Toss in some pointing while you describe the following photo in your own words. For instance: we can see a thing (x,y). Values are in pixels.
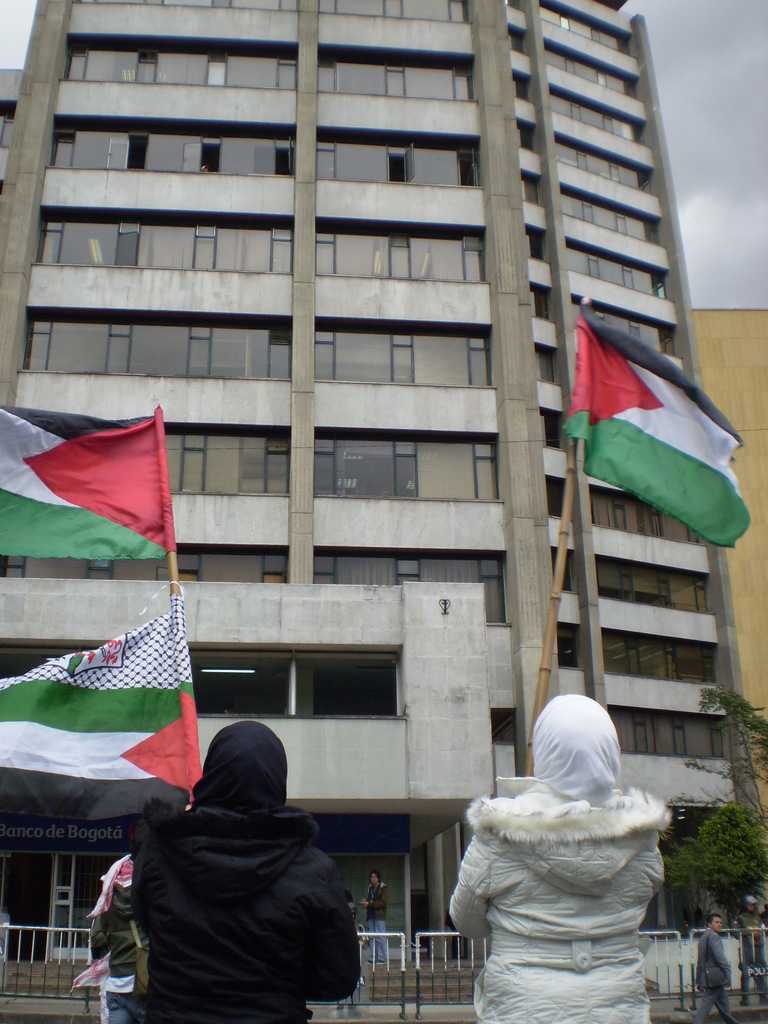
In this image there are two people (570,794) holding the flags (104,520). In front of them there a few people (712,965). There is a metal fence (360,955). In the background of the image (328,552) there are buildings (576,224), trees (764,845) and sky (697,176).
